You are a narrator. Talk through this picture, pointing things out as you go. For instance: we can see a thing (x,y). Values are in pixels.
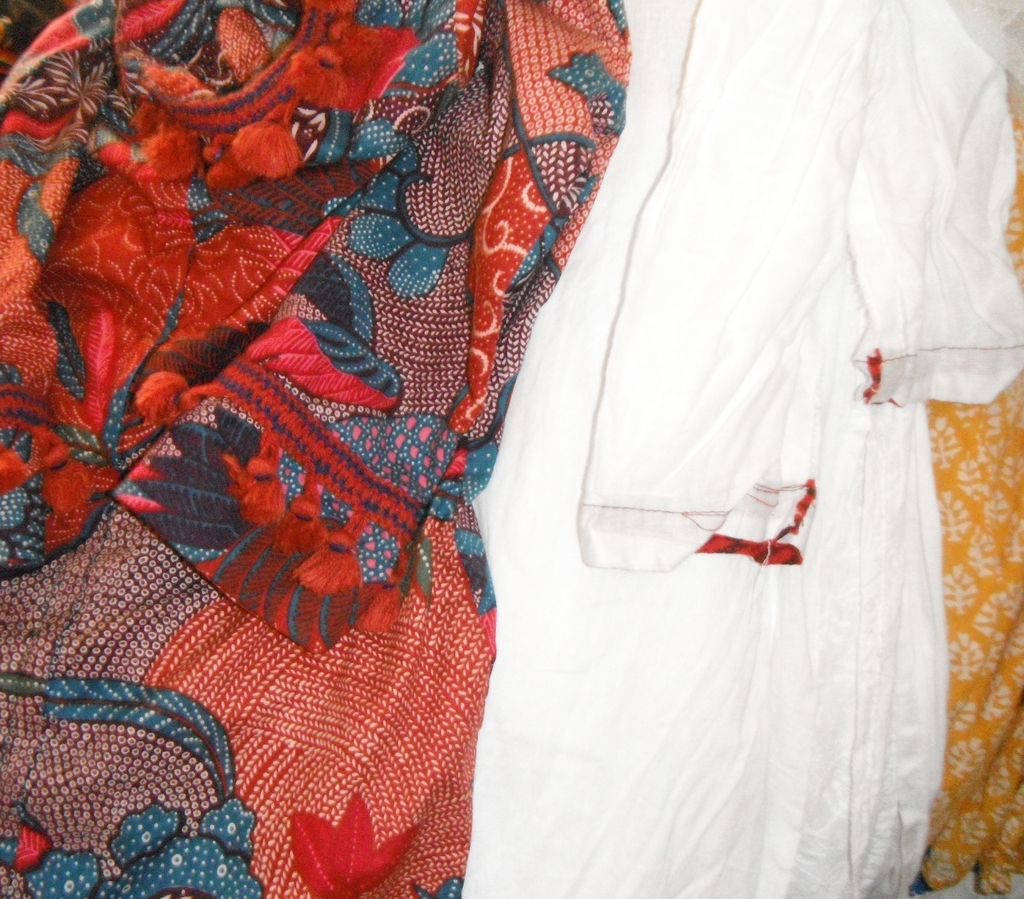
In this picture we can see clothes (961,604), there is a white color cloth (713,576) in the middle (665,504), we can see design (368,224) on this cloth (295,285).
